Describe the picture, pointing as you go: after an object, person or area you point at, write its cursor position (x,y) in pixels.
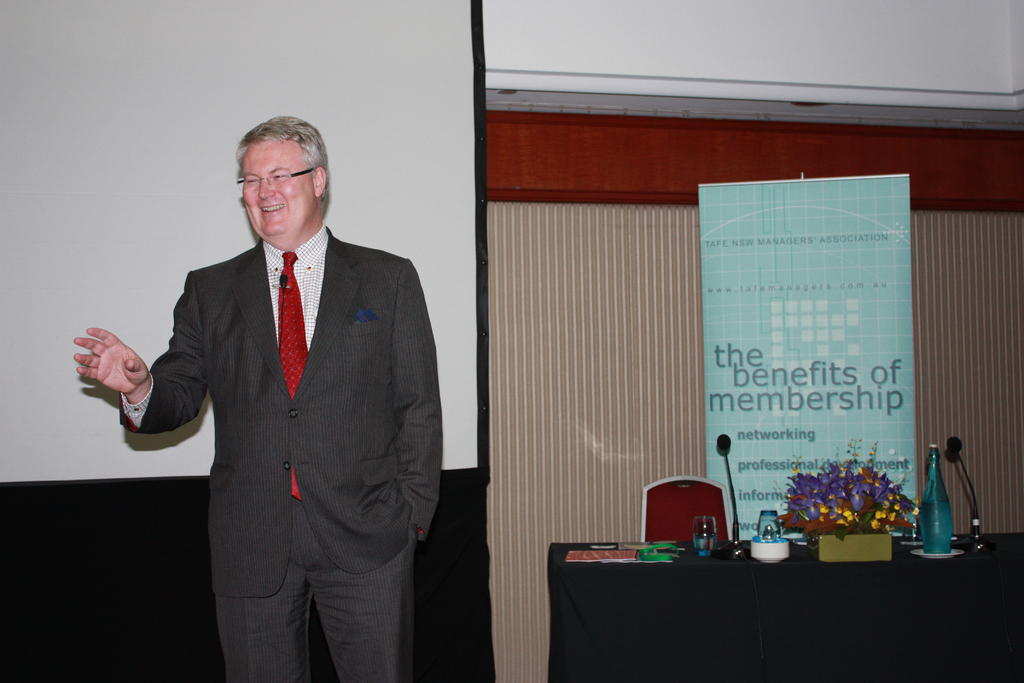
In the picture I can see a man (355,340) is wearing a suit (294,429) and spectacles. On the right side (730,542) I can see a table (730,587) which has microphones (720,555), glasses (704,529), bottles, flowers (845,527) and some other objects (880,551). In the background (465,445) I can see a projector screen (444,198), banner (771,362) which has something written on it and some other objects (494,366).
